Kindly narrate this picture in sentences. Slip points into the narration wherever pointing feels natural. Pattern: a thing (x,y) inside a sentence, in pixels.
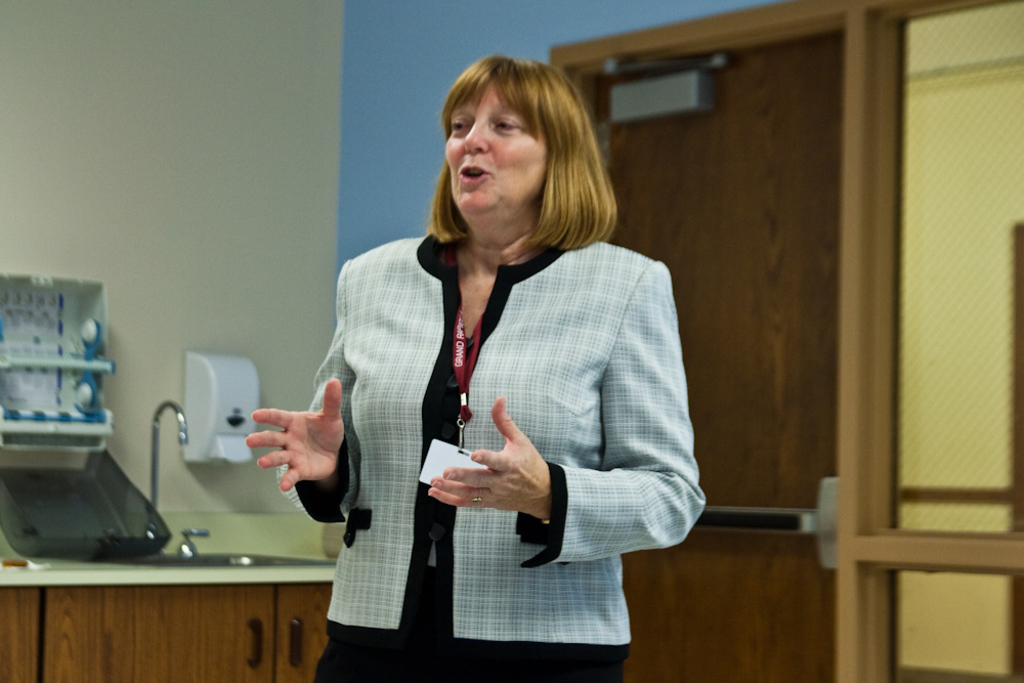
In this image we can see a woman (555,521) standing. On the backside (153,505) we can see a sink (303,558) with a tap (158,466), a cupboard (223,603), a tissue paper holder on a wall (238,496) and a door (791,493).
